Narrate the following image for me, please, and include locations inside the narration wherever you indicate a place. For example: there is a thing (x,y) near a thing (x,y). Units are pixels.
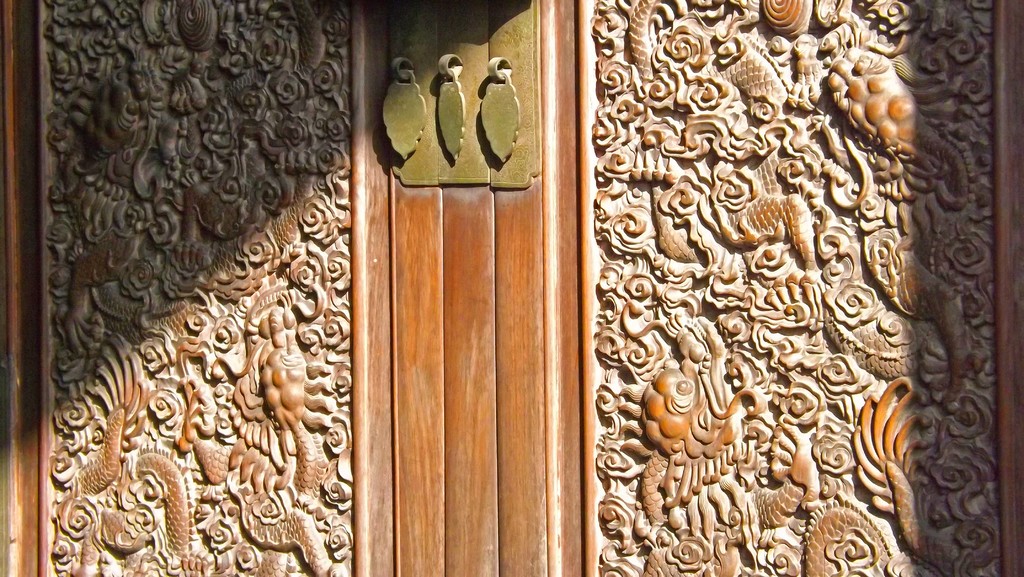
In this image there is a wooden wall (298,23) having a metal object (436,105) attached to it. There are sculptures (741,329) on the wooden wall (309,321).
